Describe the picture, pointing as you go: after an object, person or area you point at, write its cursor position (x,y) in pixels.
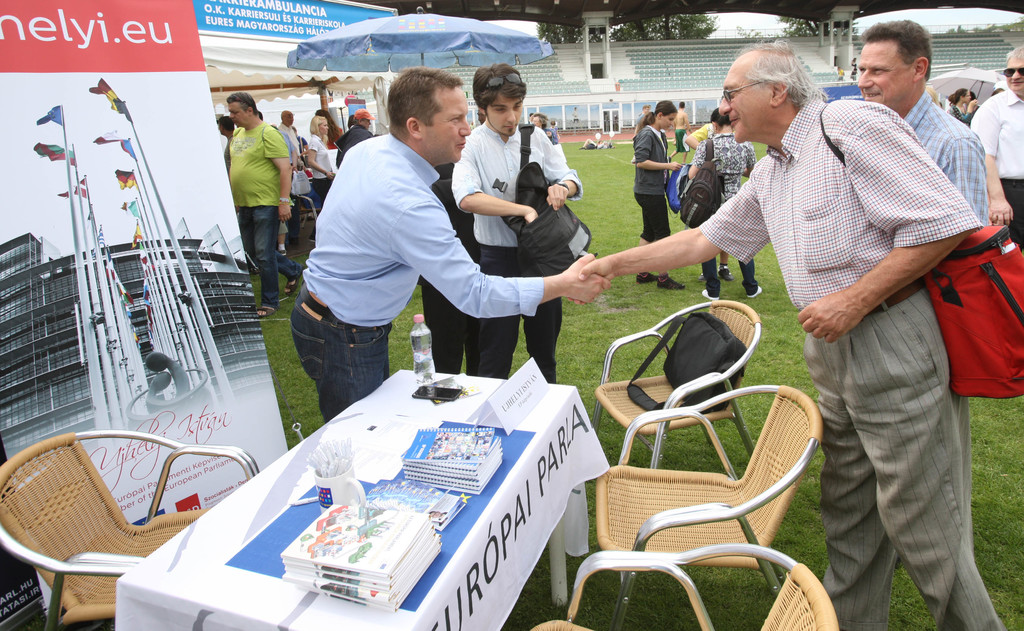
There are two persons (759,240) here giving shake hand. Behind them there are many people (719,116), tent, hoarding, trees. On the left (166,228) there is a hoarding (178,402), table (554,525) and chairs (171,520). On the table (448,408) we can see books (473,466) and a water bottle (416,349).
